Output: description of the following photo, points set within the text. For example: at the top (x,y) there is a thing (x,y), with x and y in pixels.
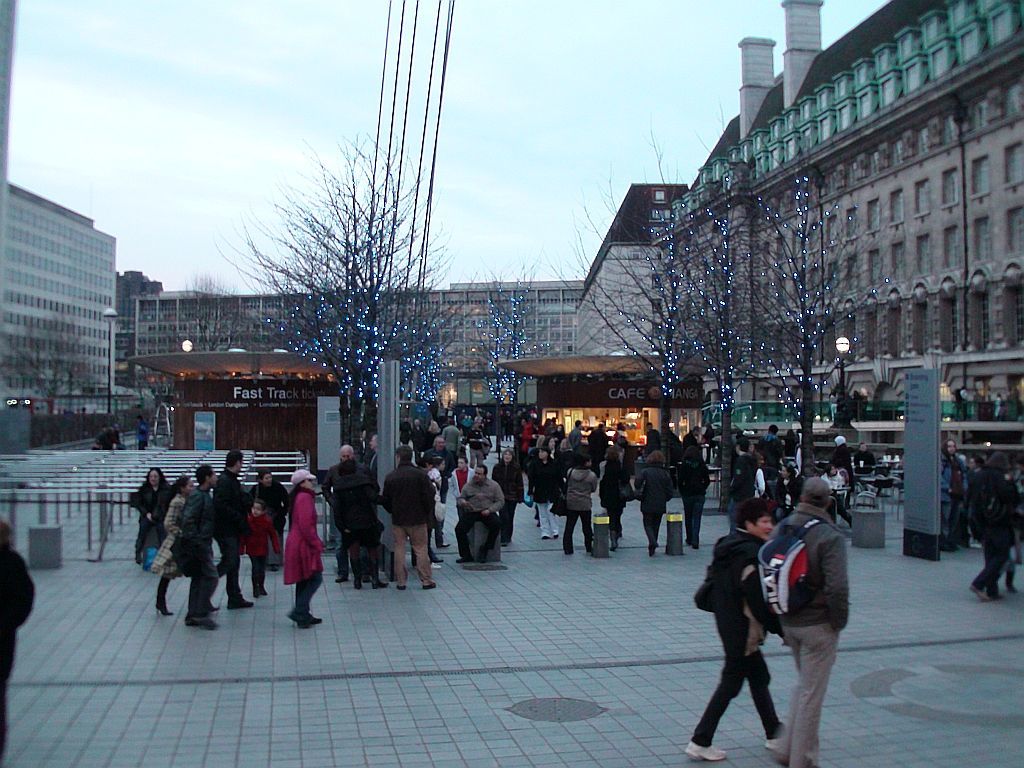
In this image there are people (182,575) walking on a pavement (114,579), in the background (804,395) there are plants (383,348), for that plants (498,399) there are lights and there are buildings (772,270) and the sky (222,198).
